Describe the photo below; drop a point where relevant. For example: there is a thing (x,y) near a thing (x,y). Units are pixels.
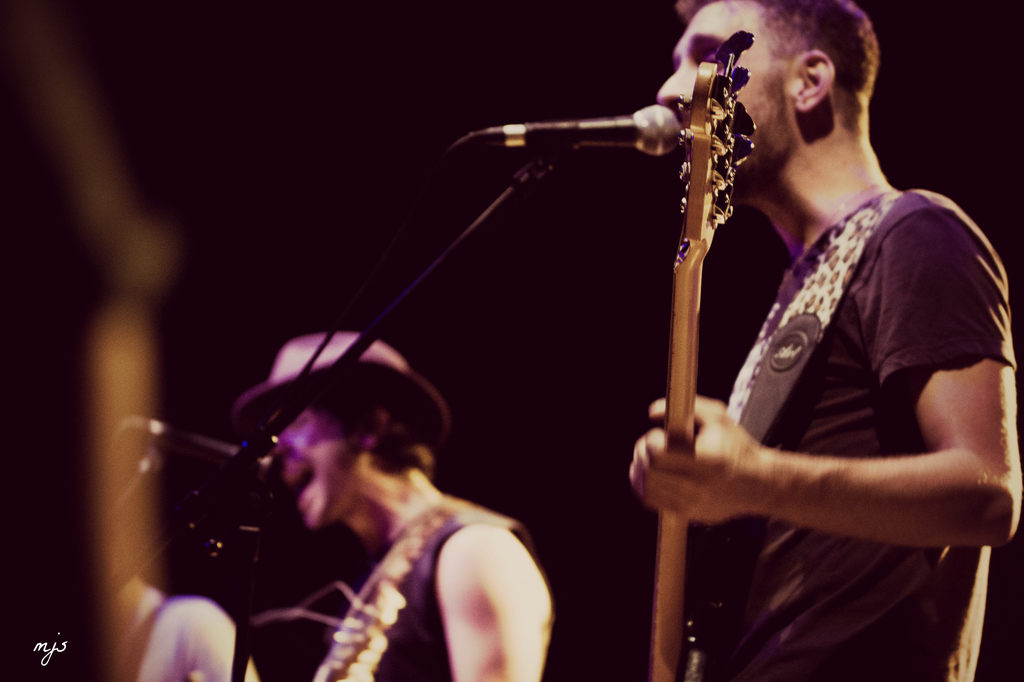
This image might be clicked in a musical concert. There are two people (856,344). Both of them are man (818,357). Both of them are holding guitar (700,244) and singing something. The one who is on the left side (252,423) is wearing a hat (339,355). Two Mikes (630,133) are placed in front of them.
